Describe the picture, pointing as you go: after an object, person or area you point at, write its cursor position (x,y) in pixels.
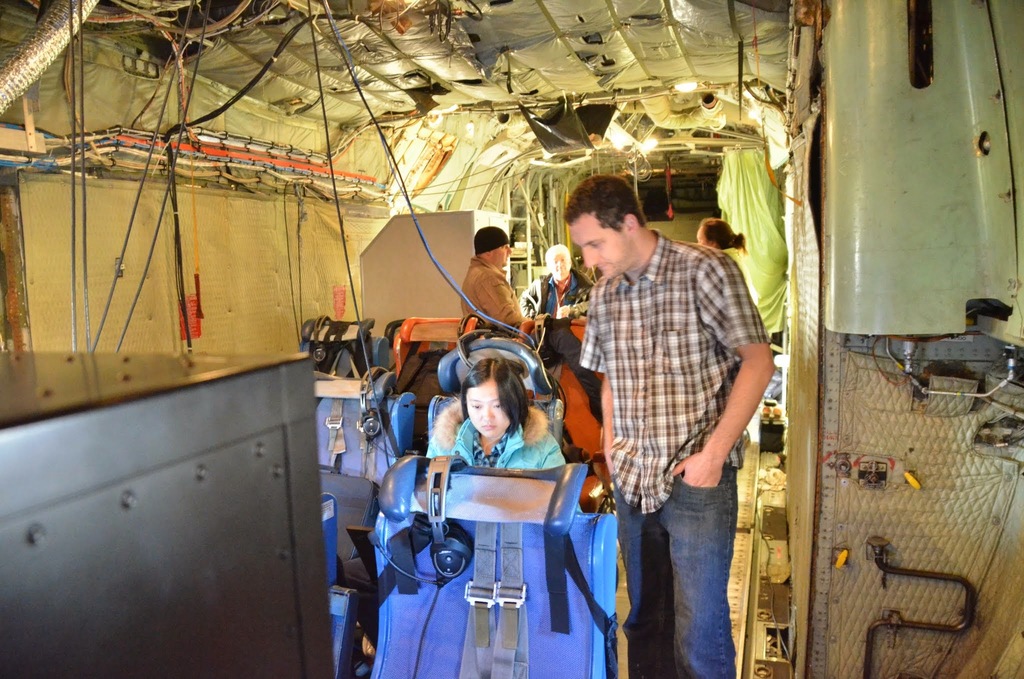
In this image there is one person (696,398) standing at right side of this image (696,361) and there is a woman (536,410) sitting in middle of this image (500,449) is wearing blue color jacket (471,449) and there are some chairs (472,491) in middle of this image (368,442) is in blue color. there are some wires (246,19) connected at top left side of this image (202,146), and there is an object (179,382) at bottom left side of this image (194,540) and there are some persons (497,234) at middle of this image (487,294) and there is one women (719,238) at right side of this image (743,263).
